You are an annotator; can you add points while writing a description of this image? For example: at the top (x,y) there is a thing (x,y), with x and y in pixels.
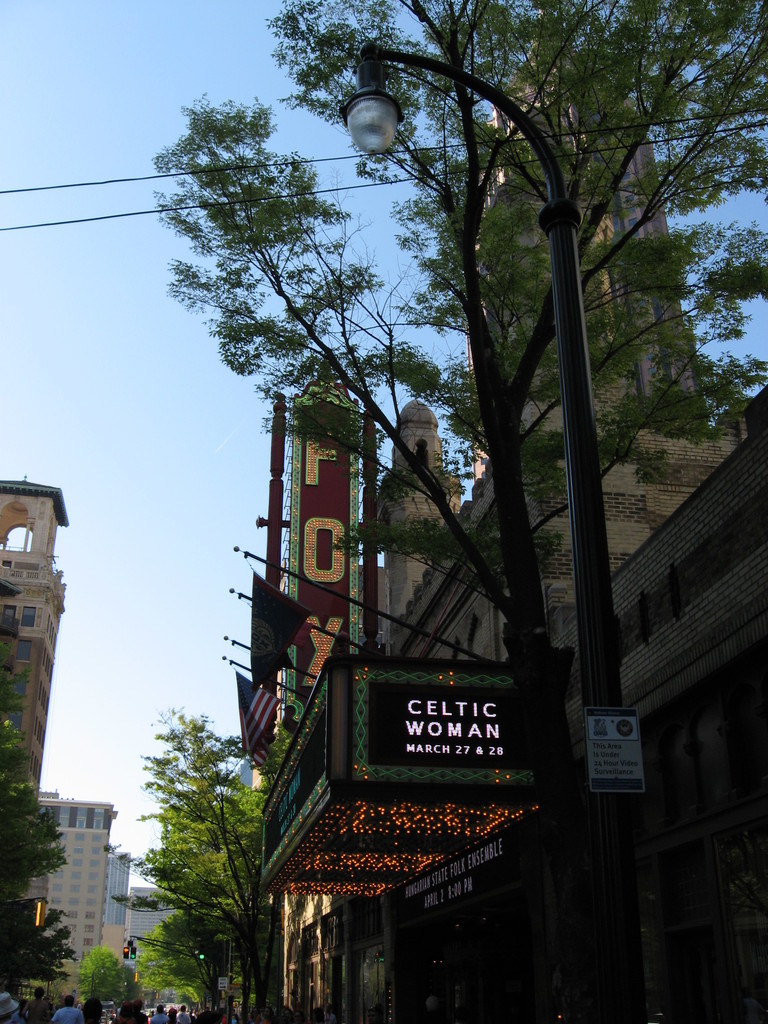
In this image I can see the sky (51,304) at the top (29,310) and I can see trees (500,291), power line cables (385,154) and street light pole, sign board (441,670) and a display (434,668) visible on the right side (532,676) and I can see building (58,896) and trees (51,971) and persons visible on the left side (65,824) and I can see building (644,569) at the top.
